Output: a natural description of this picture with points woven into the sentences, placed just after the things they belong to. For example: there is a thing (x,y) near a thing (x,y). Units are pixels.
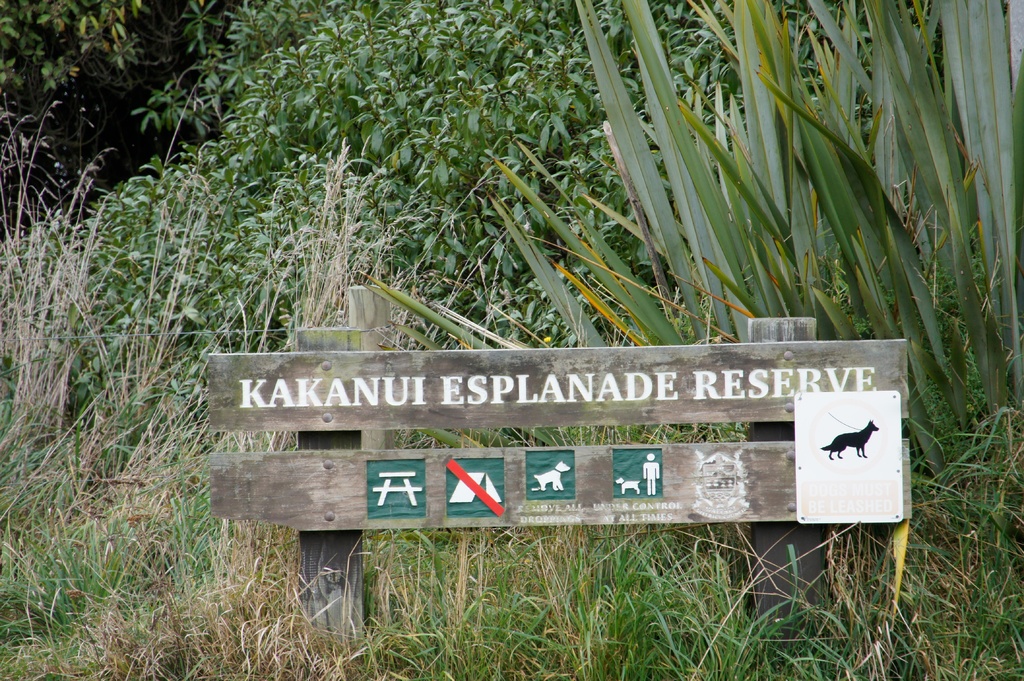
In this picture we can see some text (359,382) and a few figures (839,436) on a wooden board (451,414). We can see this wooden board (511,389) on the wooden poles (324,348). Some grass (521,551) is visible on the ground (537,623). We can see a few plants (366,188) in the background (327,55).
